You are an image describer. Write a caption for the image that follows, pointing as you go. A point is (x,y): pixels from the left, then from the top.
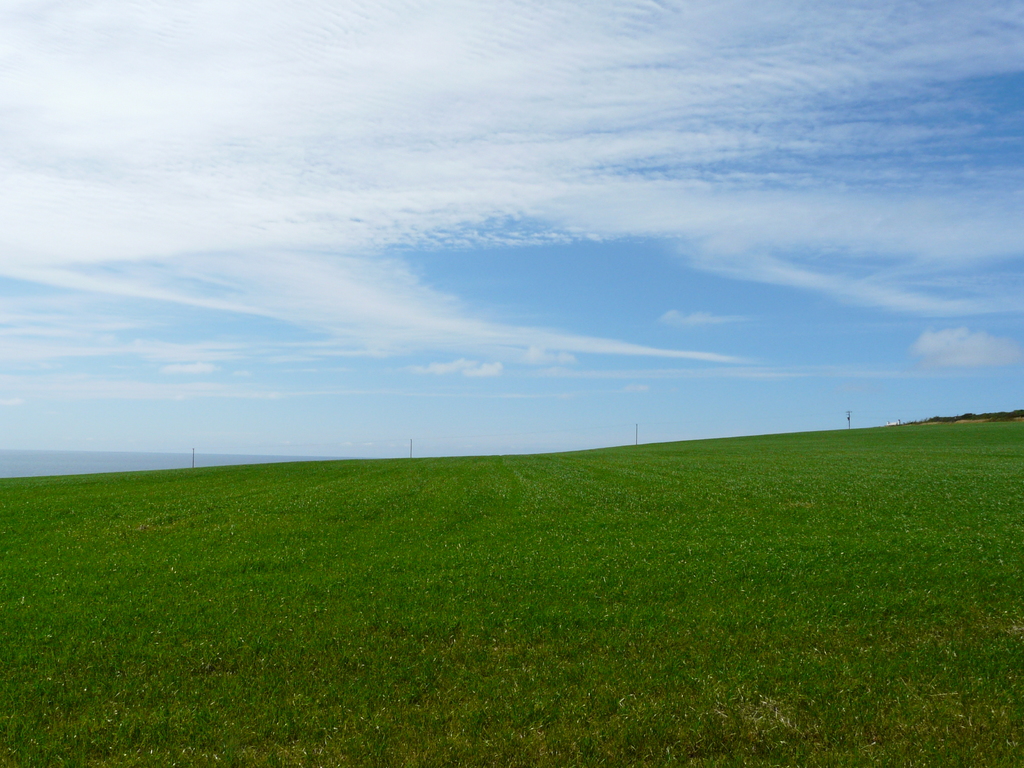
In this image we can see grass (920,615) and poles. In the background (498,244) there is sky (498,244) with clouds (813,236).
